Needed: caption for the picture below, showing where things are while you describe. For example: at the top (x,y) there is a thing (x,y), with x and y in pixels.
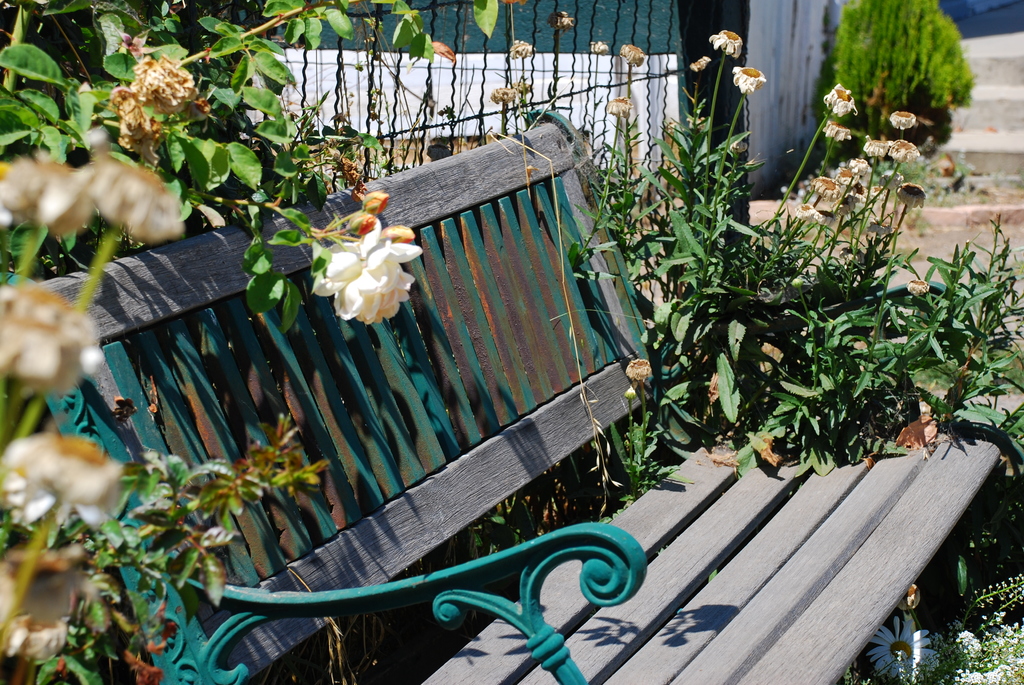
In the image in the center (493,317) we can see bench (668,619). Around bench (550,134) we can see plants (818,317), flowers (336,264). In the background (986,105) there is a staircase (990,117).
